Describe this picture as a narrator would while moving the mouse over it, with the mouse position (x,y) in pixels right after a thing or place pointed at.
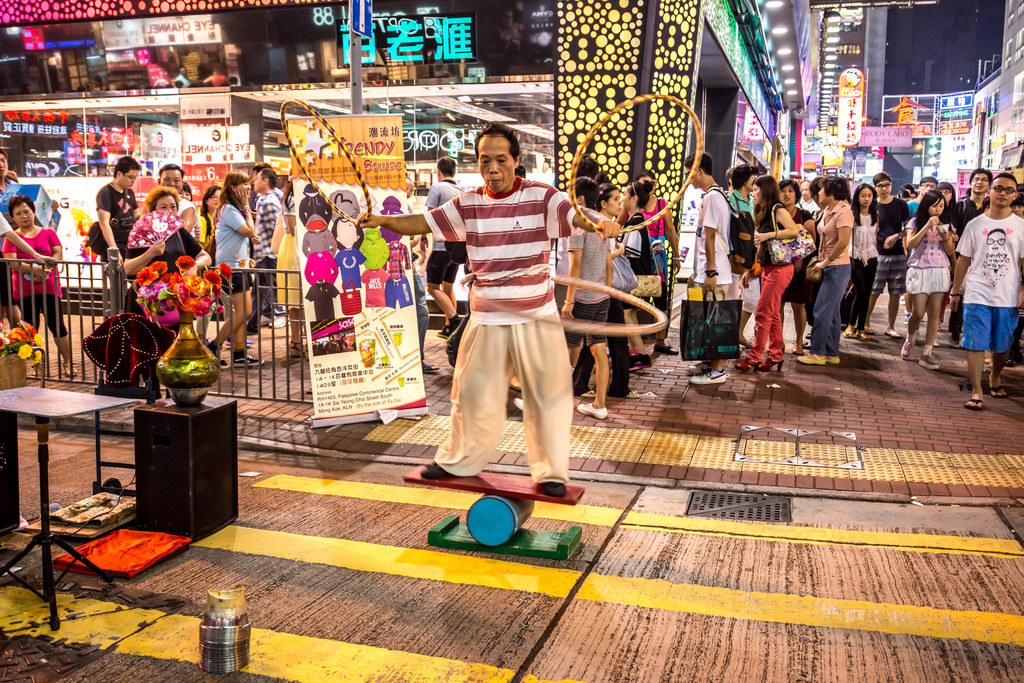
In this image there are persons (961,286) standing and walking, there is a person (487,286) standing and performing stunt and in the background (384,98) there are buildings (1009,139), there are boards (907,109) with some text (949,107) written on it and in the center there is a fence (245,312) and there are tables (155,420) and on the table (181,425) there is a flower pot (190,373) and on the ground (169,570) there are objects (106,526).
